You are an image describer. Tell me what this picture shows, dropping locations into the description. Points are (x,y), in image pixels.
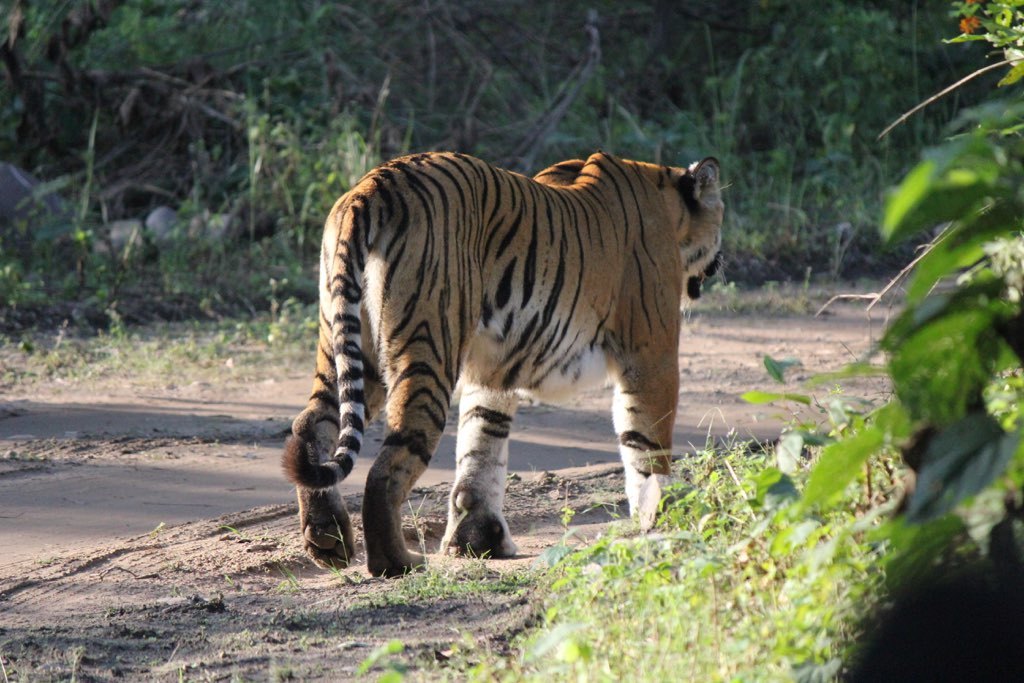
In this image I can see a tiger (492,364). I can see the grass (761,597). In the background (561,145), I can see the trees (514,109).
